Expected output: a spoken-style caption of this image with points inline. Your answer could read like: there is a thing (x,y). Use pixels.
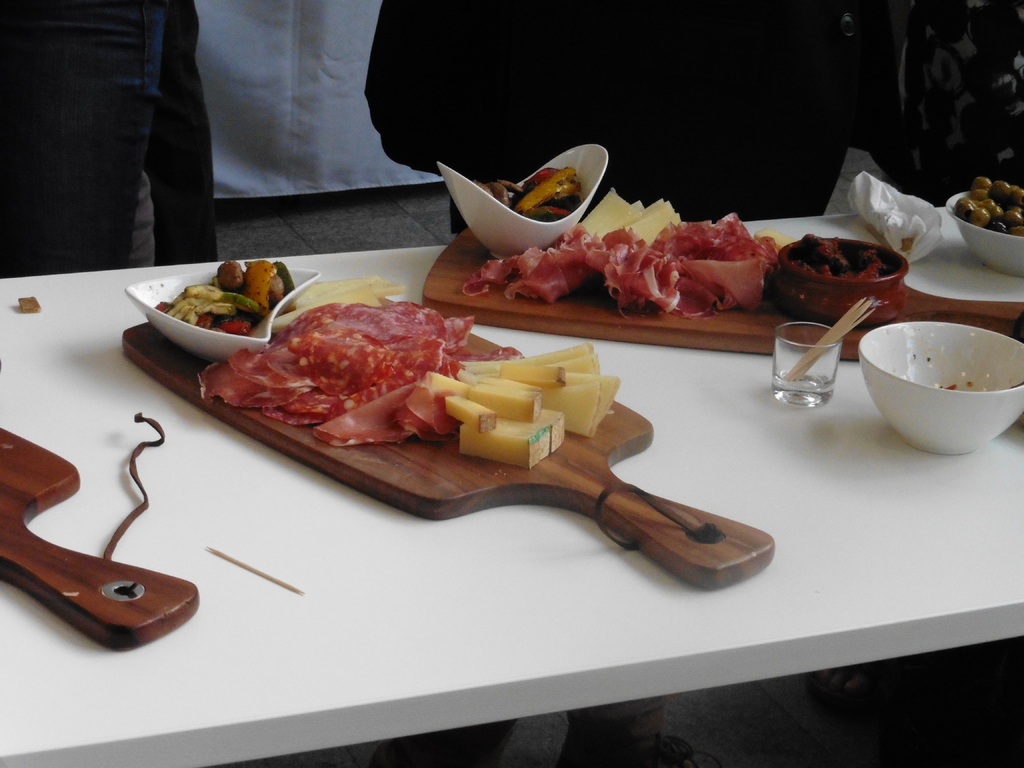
In this picture, there is a table (553,645) on the table (383,659) there are different types of food (217,390) are presented.
